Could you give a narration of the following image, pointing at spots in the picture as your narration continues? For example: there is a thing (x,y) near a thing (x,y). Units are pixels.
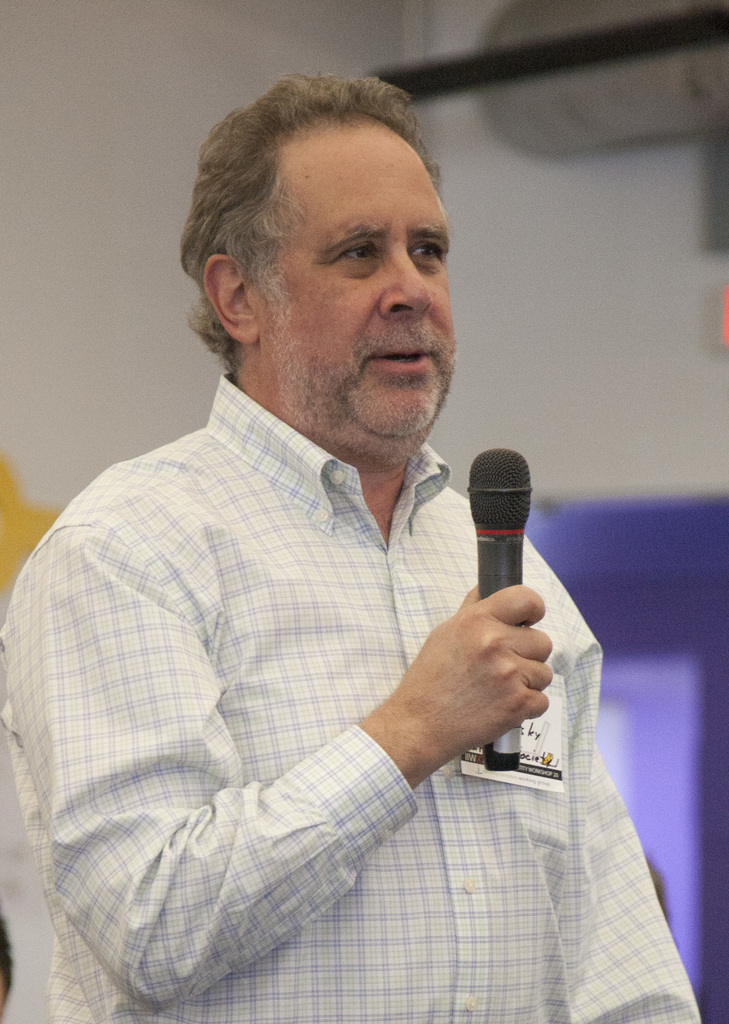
In this image I can see a man (370,574) holding a mic (496,546).
